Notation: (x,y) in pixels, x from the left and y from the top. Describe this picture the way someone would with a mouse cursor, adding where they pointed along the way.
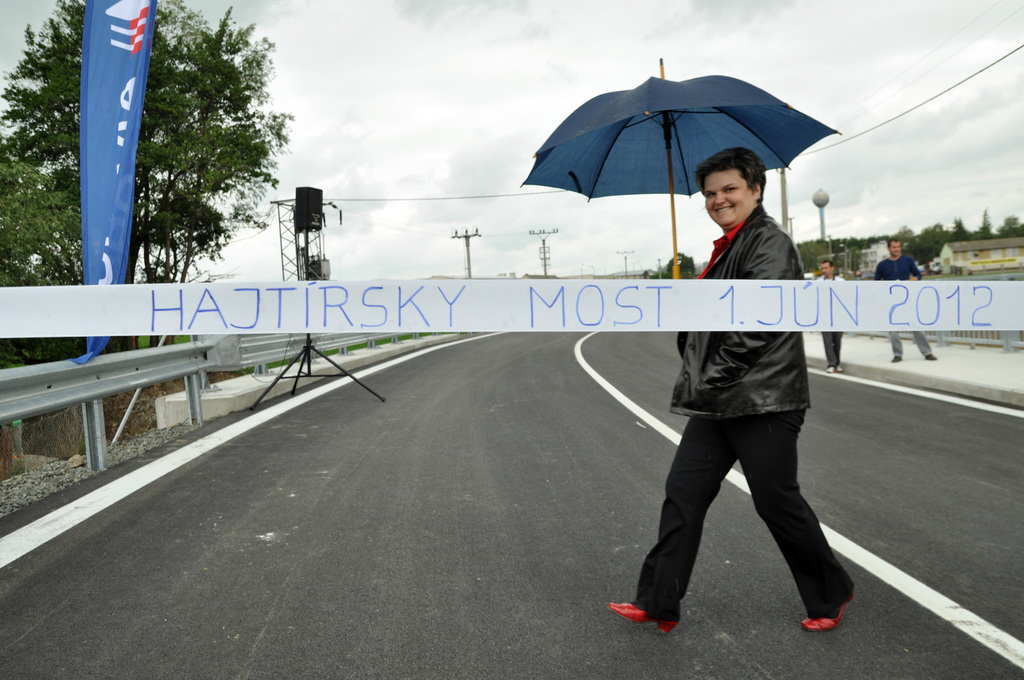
In this image, we can see a few people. We can see the ground (715,565). We can see a ribbon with some text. We can see a banner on the left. We can see the railing (77,380). We can see some trees (849,246). There are a few poles (542,234), wires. We can also see a stand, tower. We can see the sky (865,175) with clouds (914,77).
